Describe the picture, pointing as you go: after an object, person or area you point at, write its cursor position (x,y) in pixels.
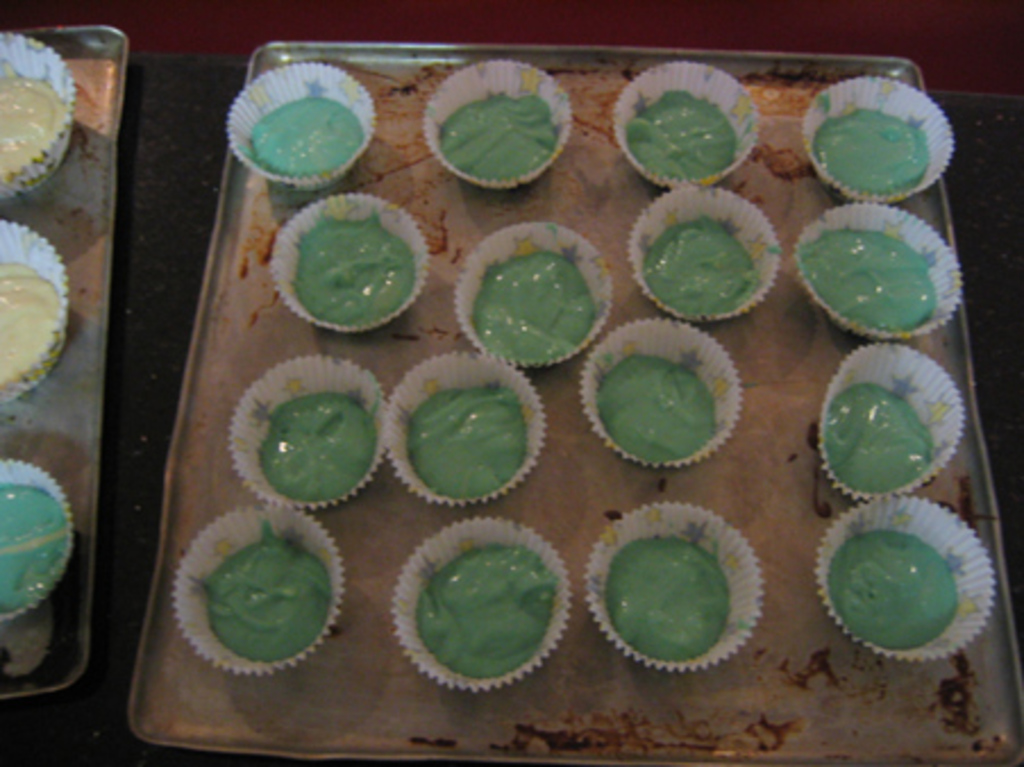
In this image there is batter (905,614) in paper cups (53,284), on the silver trays (161,571).
